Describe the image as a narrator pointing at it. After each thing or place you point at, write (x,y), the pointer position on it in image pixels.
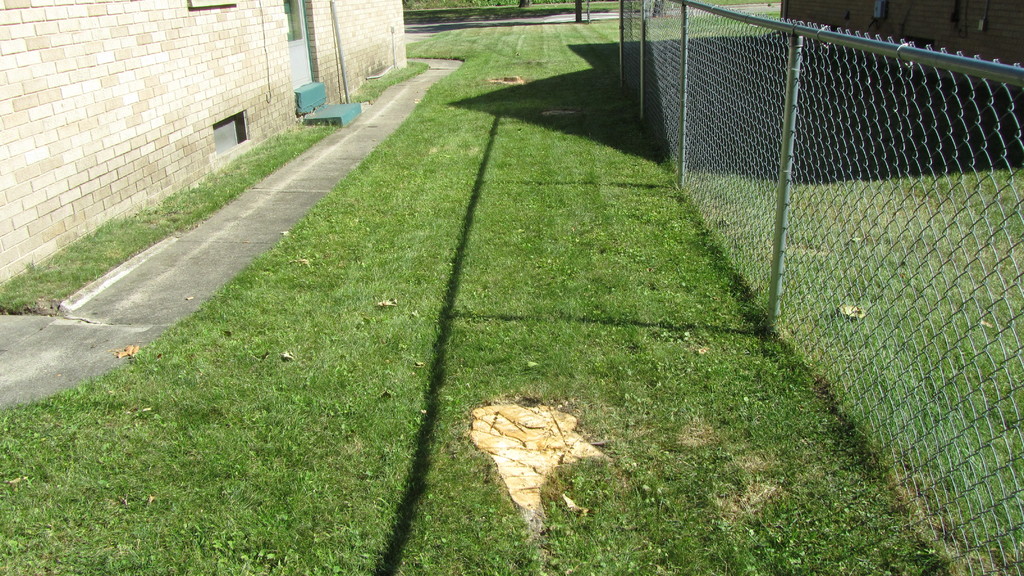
In this image there is grass (497,282) on the ground (502,315). To the right (733,162) there is a fence (746,152) on the ground (766,214). In the top left (216,75) there is a building (198,98). There is a door (301,45) to the building (287,31). There are steps (324,91) in front of the door (297,57).
